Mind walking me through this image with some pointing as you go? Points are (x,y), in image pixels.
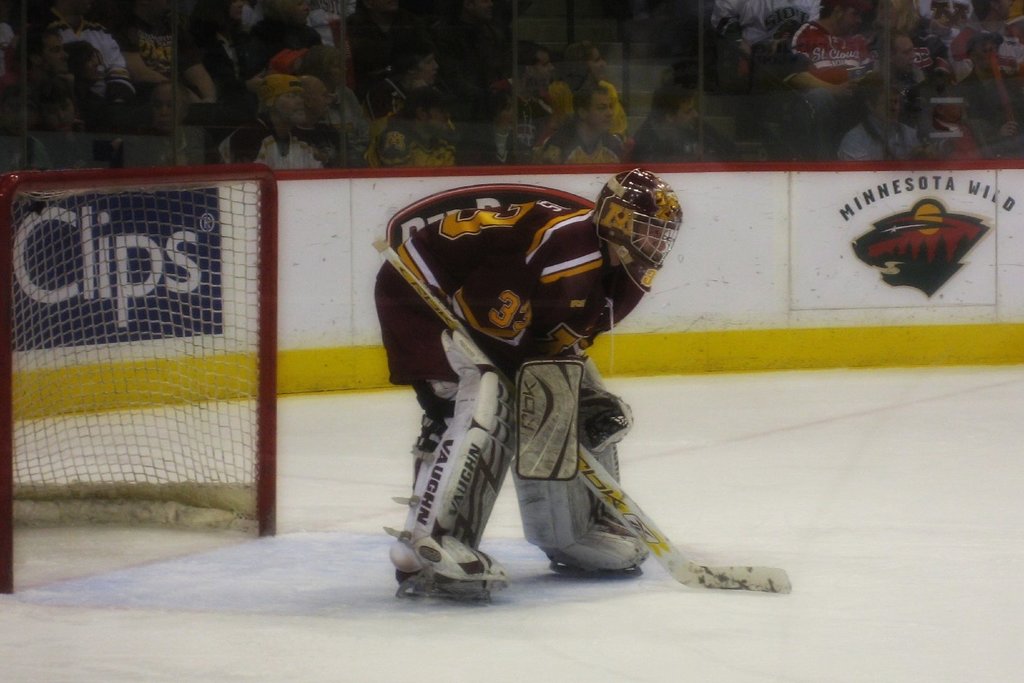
In this image we can see a person (569,507) wearing hockey uniform (433,442) and helmet (604,225) is holding a hockey bat (462,338) in his hand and standing on the snow (396,477). In the background (589,45) we can see a net (55,252) and group of audience (240,119) sitting in chairs (716,121) and a staircase (633,73).
